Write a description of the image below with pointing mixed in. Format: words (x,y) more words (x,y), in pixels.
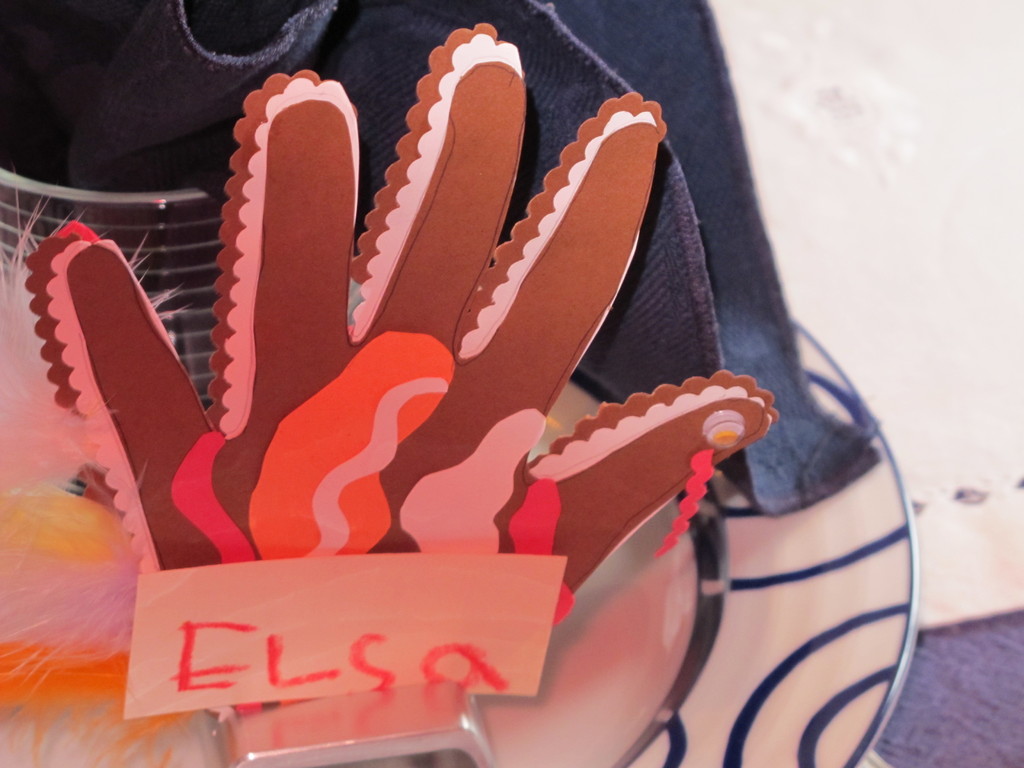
In this image we can see a depiction of a hand (438,406). In the background (114,208) we can see the plate (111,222) and there is a cloth (273,52) on the plate (202,273). We can see the text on the paper (373,635). On the right (853,170) we can see the white surface (889,200).
